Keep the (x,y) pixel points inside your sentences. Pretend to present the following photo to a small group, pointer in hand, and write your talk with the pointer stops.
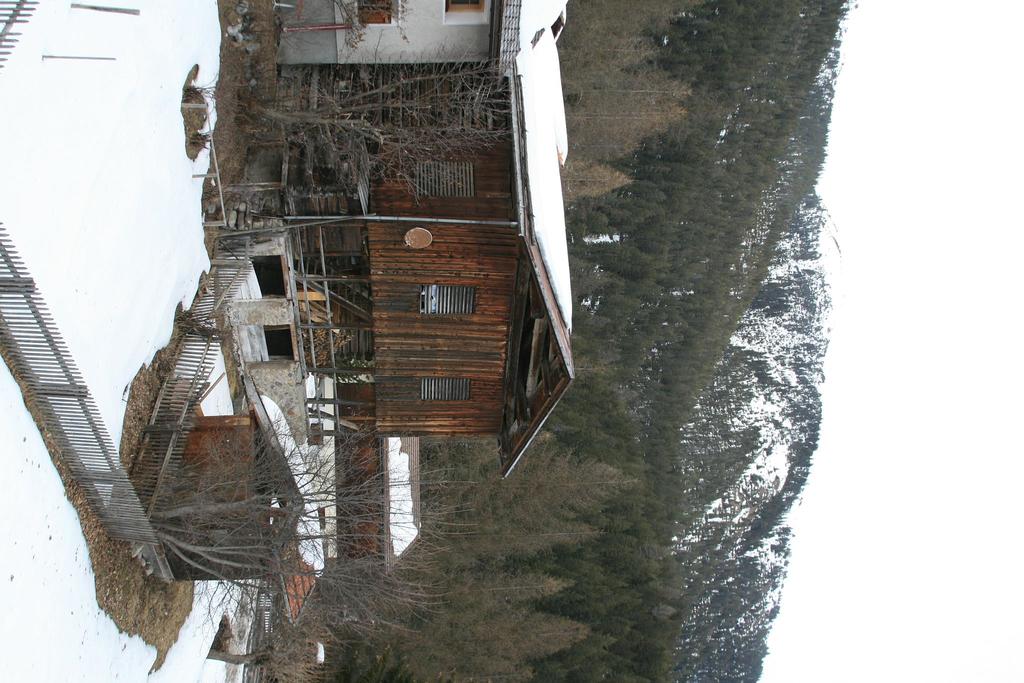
In the center of the image (465,305) we can see a building (476,306) with windows (444,392), a wooden fence (204,369), a group of trees (179,511) and in the background (742,613) we can see mountains (737,609) and the sky (856,121).
